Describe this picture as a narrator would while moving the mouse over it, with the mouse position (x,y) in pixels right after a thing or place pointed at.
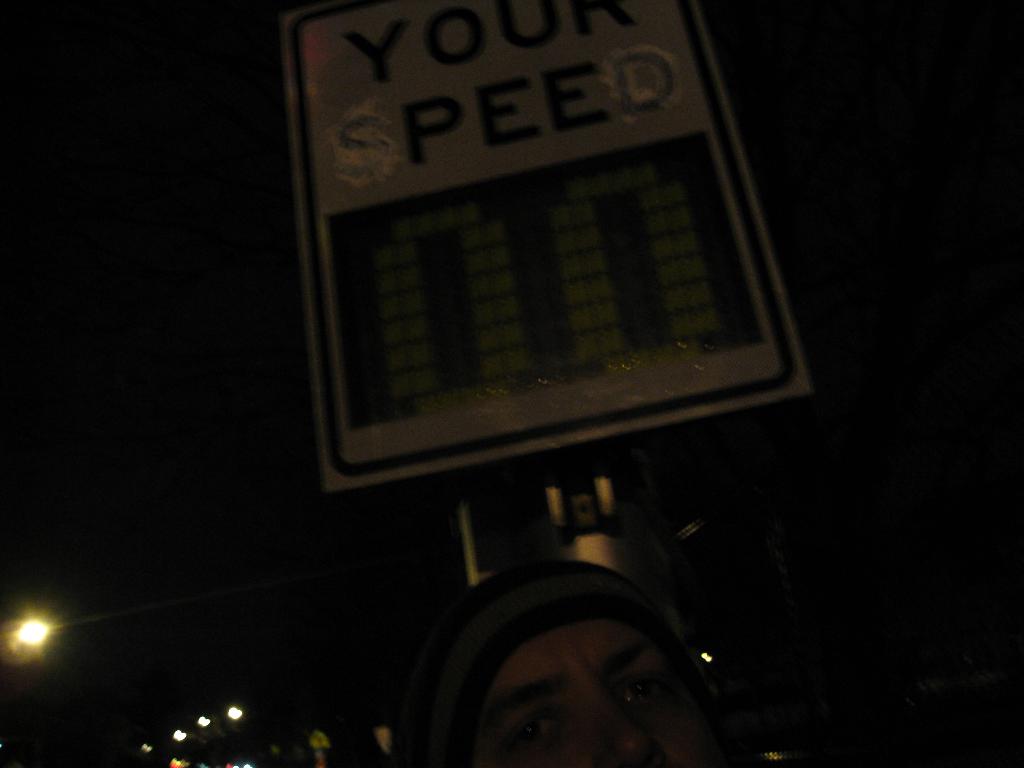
In this image I can see a person's head (560,664) wearing cap (630,595), a pole (619,551) and a board (548,173) attached to the pole (598,544). In the background (264,711) I can see few lights (237,714) and the dark sky (204,218).
